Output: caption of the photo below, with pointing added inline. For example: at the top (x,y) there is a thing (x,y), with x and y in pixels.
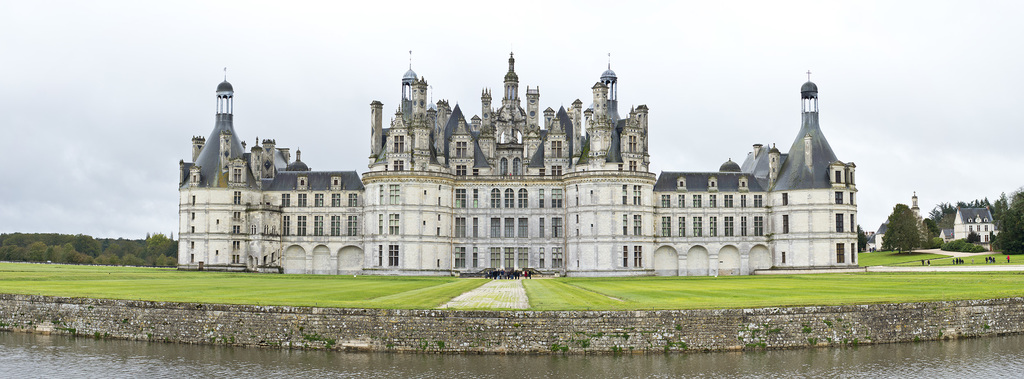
In the center of the image (523,229) there is a palace (818,156). In the background of the image (152,250) there are trees (71,240). At the bottom of the image (669,360) there is water (342,361).
